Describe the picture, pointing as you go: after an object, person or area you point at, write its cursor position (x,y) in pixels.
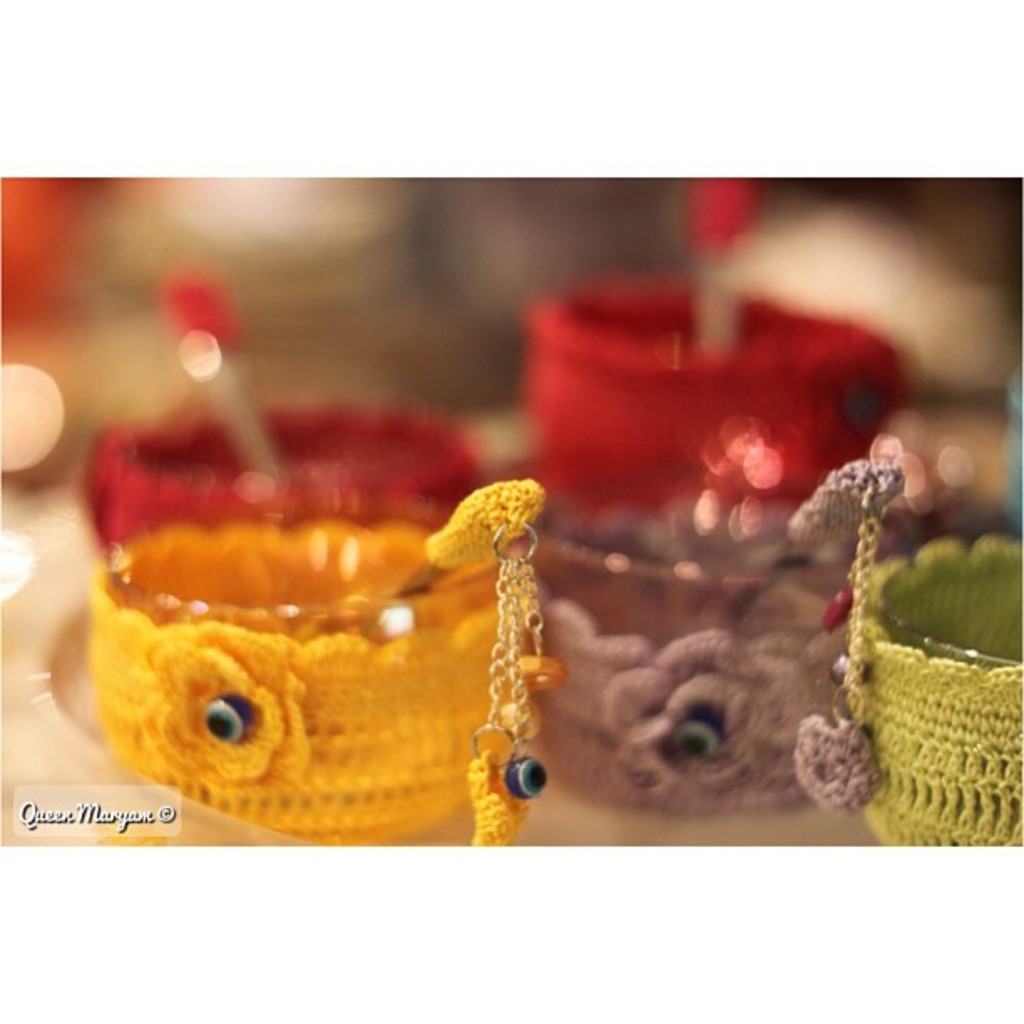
In this image we can see spoons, cups (543,604) and a watermark (140,825).
